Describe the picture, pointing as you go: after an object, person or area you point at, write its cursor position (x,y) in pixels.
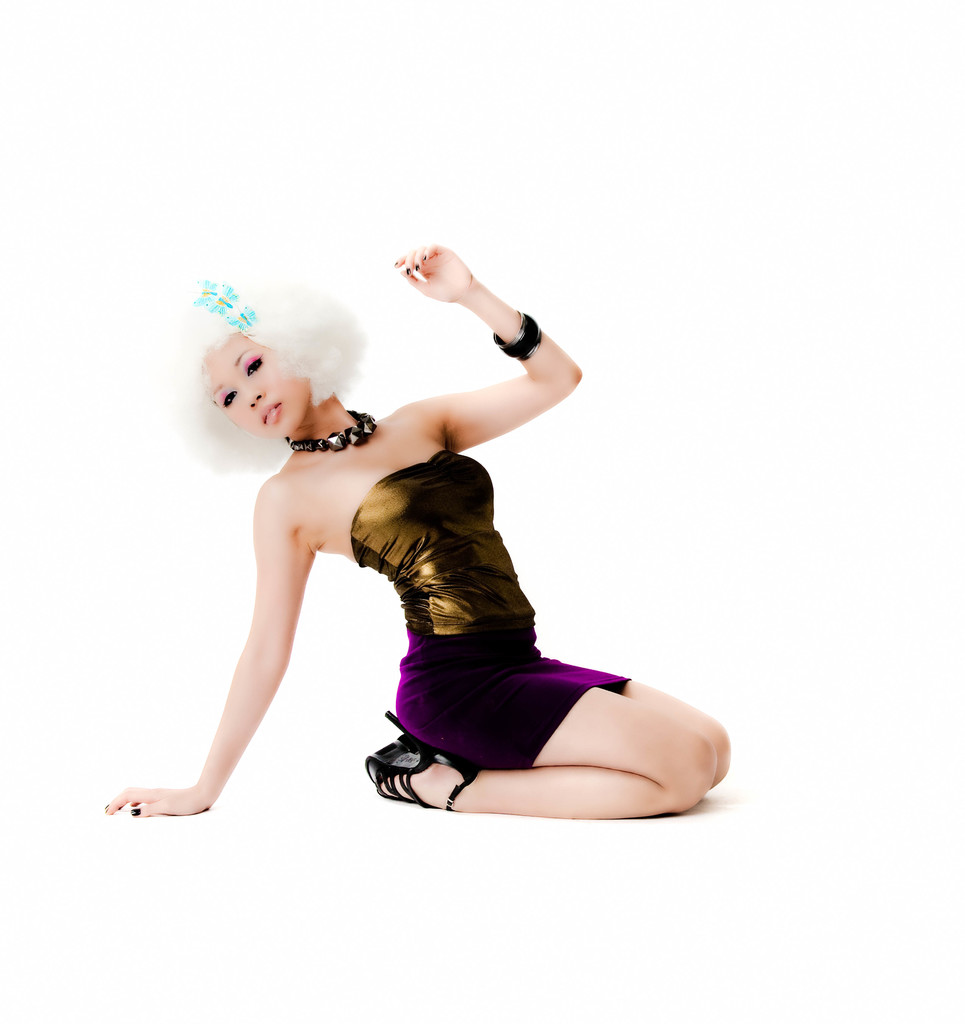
Background (150,178) portion of the picture is in white color. In this picture we can see a woman (482,575) wearing a bracelet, necklace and she is giving a pose. She is beautiful.
